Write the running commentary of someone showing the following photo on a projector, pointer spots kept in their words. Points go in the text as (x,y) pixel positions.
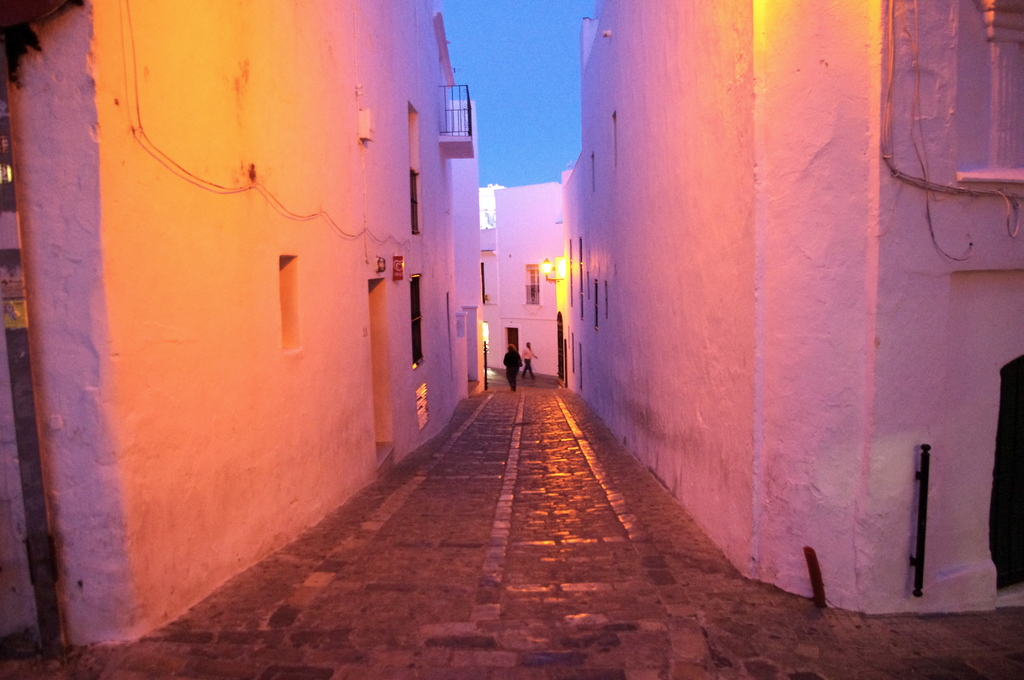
In the foreground of this image (490,534), there is a path (483,453) and on either side, there is wall (656,251), windows (293,288) and doors (561,344). In the background (555,272), there is a light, two people (508,363) walking and the sky (540,77).
